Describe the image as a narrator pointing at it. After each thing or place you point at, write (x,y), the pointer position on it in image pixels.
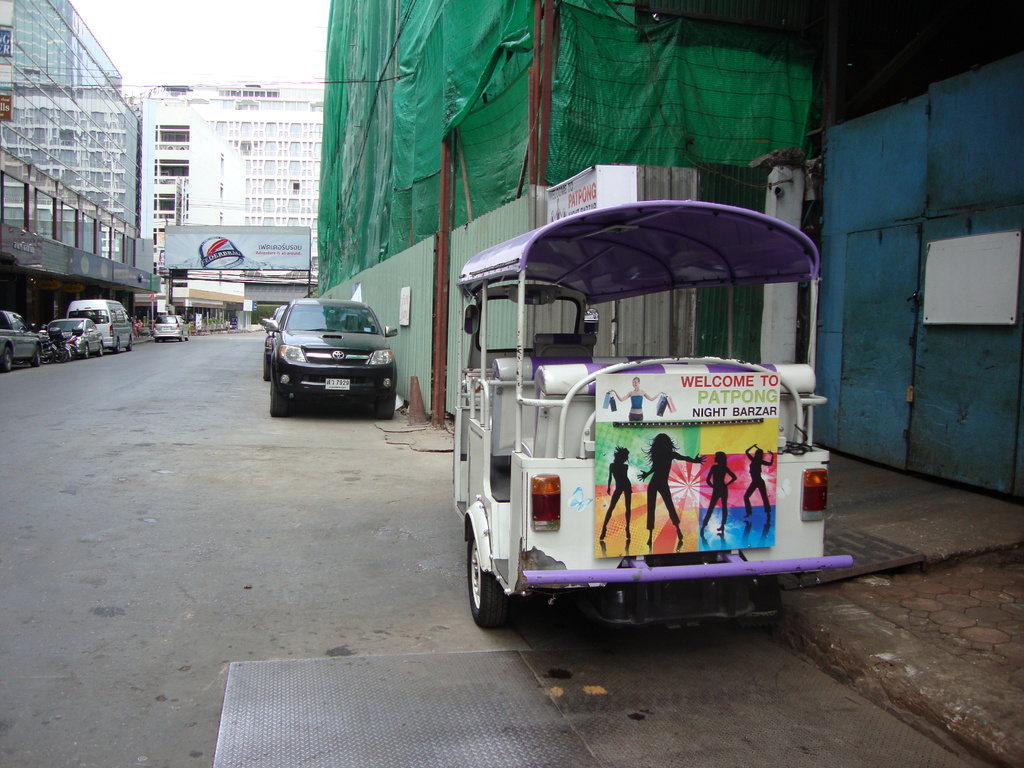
This picture shows buildings (194,144) and few cars (118,338) parked and we see a advertisement hoarding (267,255) and a cloudy sky (212,52) and we see a auto rickshaw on the side.
